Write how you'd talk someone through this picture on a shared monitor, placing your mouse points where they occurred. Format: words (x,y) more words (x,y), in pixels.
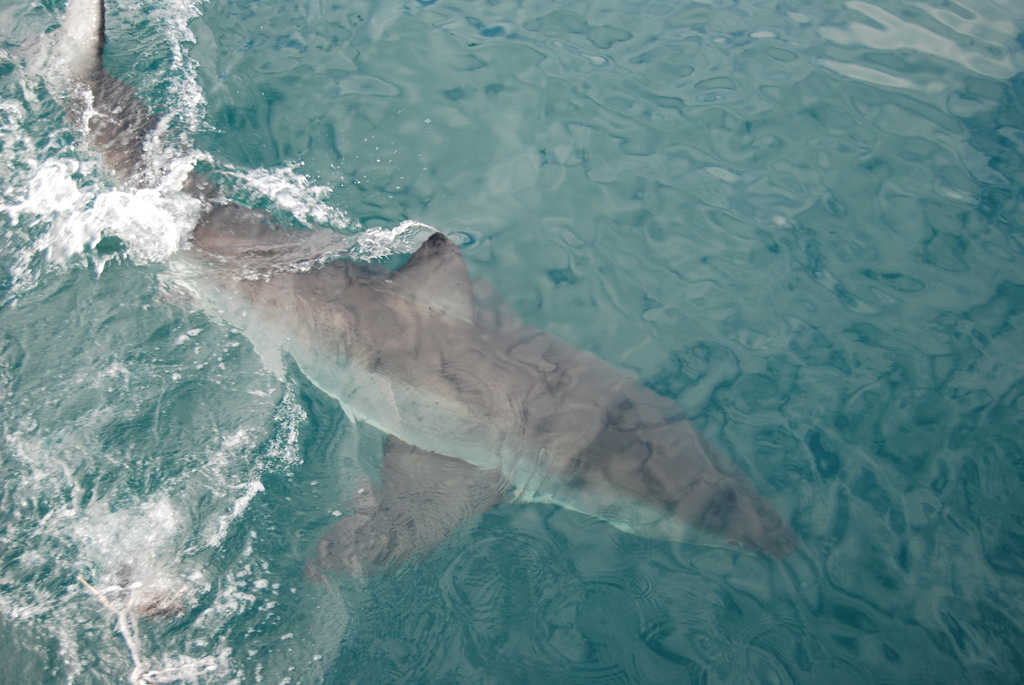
In this picture there is grey color shark (473,499) in the water (298,400).
